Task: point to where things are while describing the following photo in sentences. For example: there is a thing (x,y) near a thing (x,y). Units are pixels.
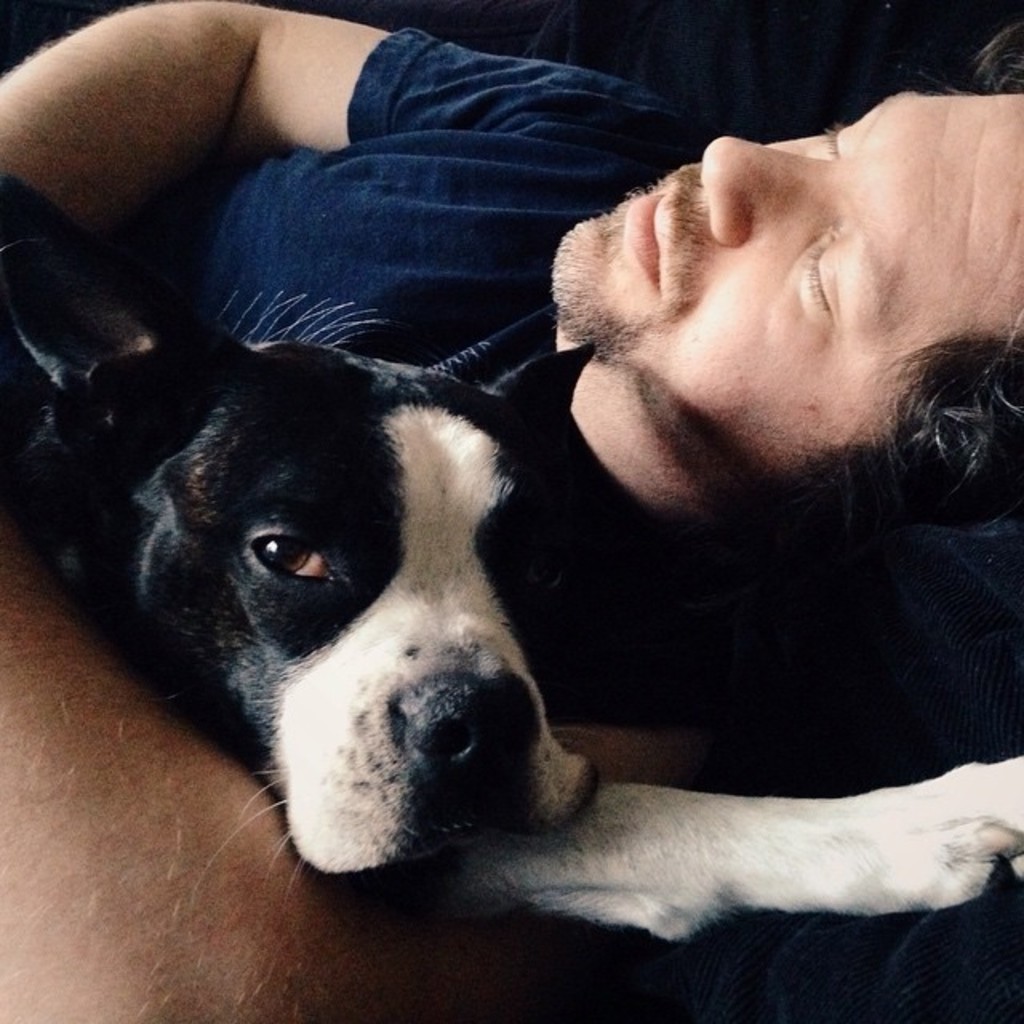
In this picture a guy (466,237) is sleeping on a sofa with a dog (303,503) in his hand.
